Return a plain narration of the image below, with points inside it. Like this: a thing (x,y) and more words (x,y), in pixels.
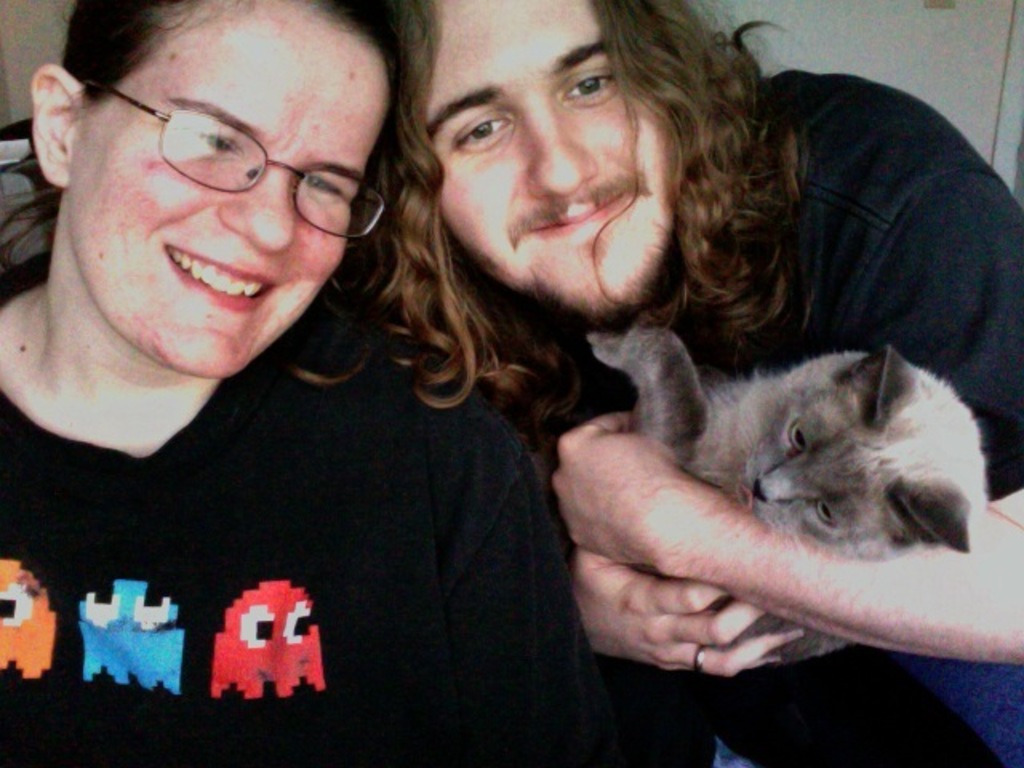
In this image on the right side (703,542) there is one man (551,193) who is holding a cat (773,473) and he is smiling, on the left side (208,339) there is one woman (193,354) who is wearing spectacles (169,126) and she is smiling.
